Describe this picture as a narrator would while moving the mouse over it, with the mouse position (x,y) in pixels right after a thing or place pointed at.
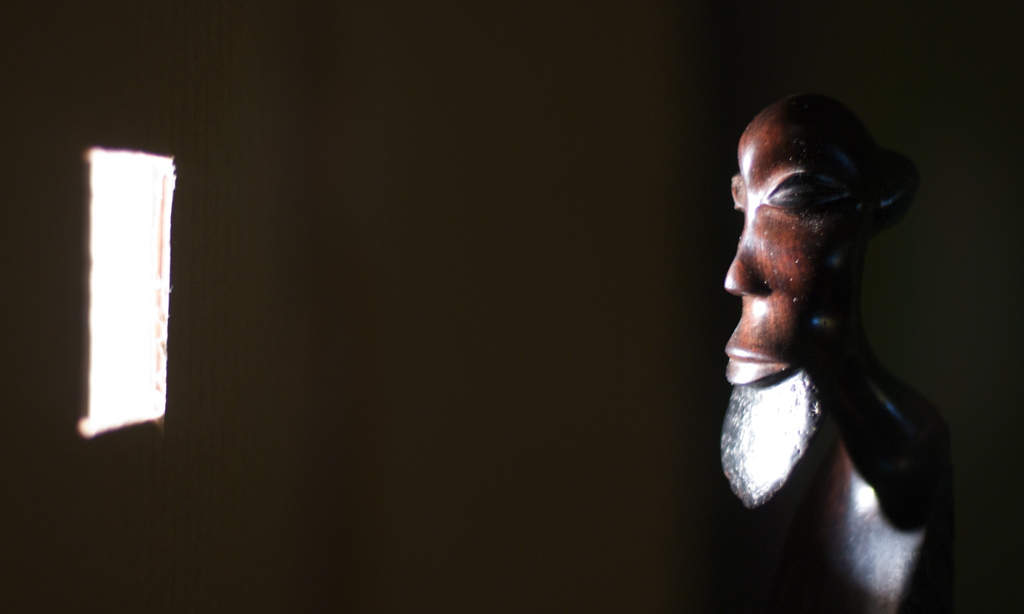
This picture describe about the small wooden sculpture (850,373) in the image. Beside we can see a small window (146,325) from which sunlight (144,194) is falling on the wooden sculpture (774,395).
